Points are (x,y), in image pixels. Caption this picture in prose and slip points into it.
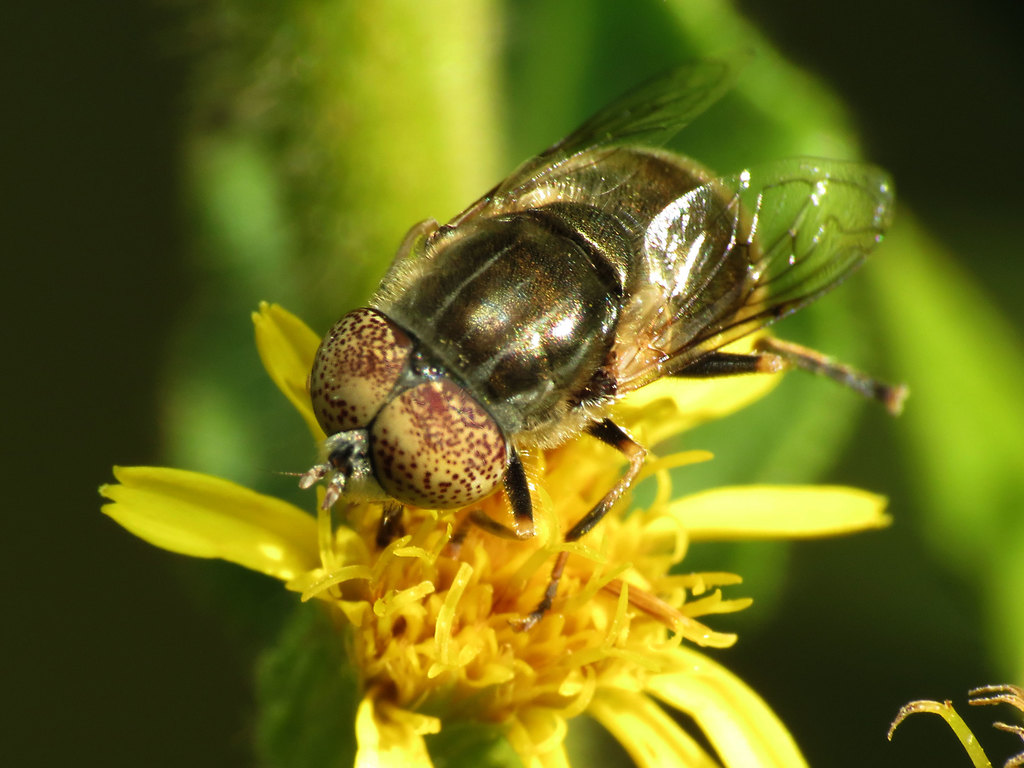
In this picture we can see a hoverfly (534,615) sitting on the yellow flower (480,703). Behind there is a blur background (818,33).
